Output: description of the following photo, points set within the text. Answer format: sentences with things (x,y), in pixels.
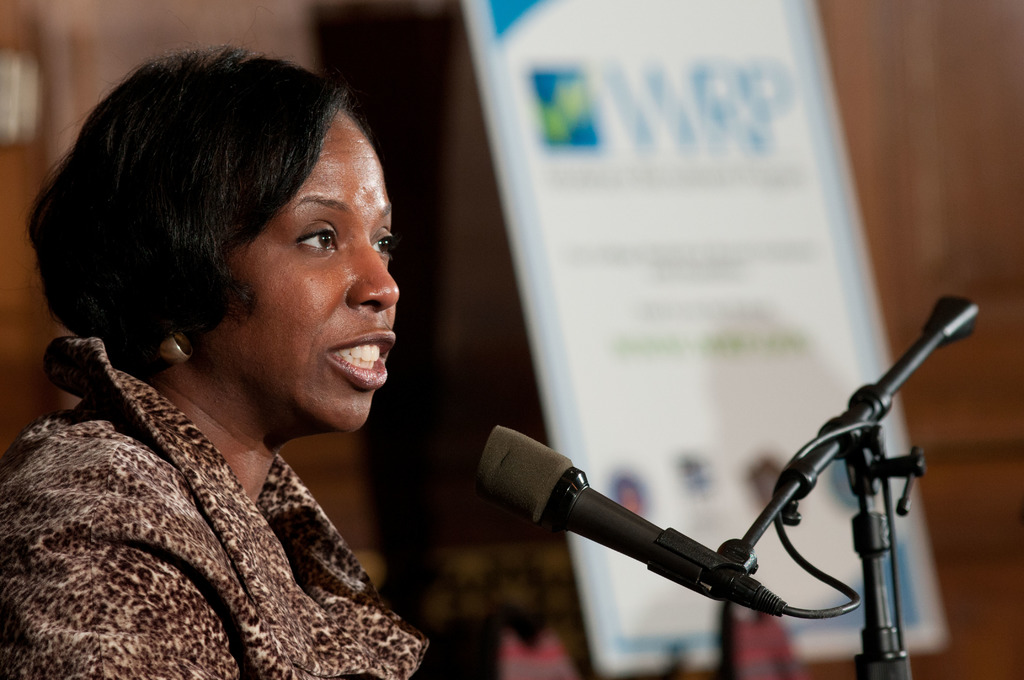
In this picture there is a lady (278,114) on the left side of the image (246,266) and there is a mic (593,497) in front of her and there is a poster (610,551) in the background area of the image (609,190).
